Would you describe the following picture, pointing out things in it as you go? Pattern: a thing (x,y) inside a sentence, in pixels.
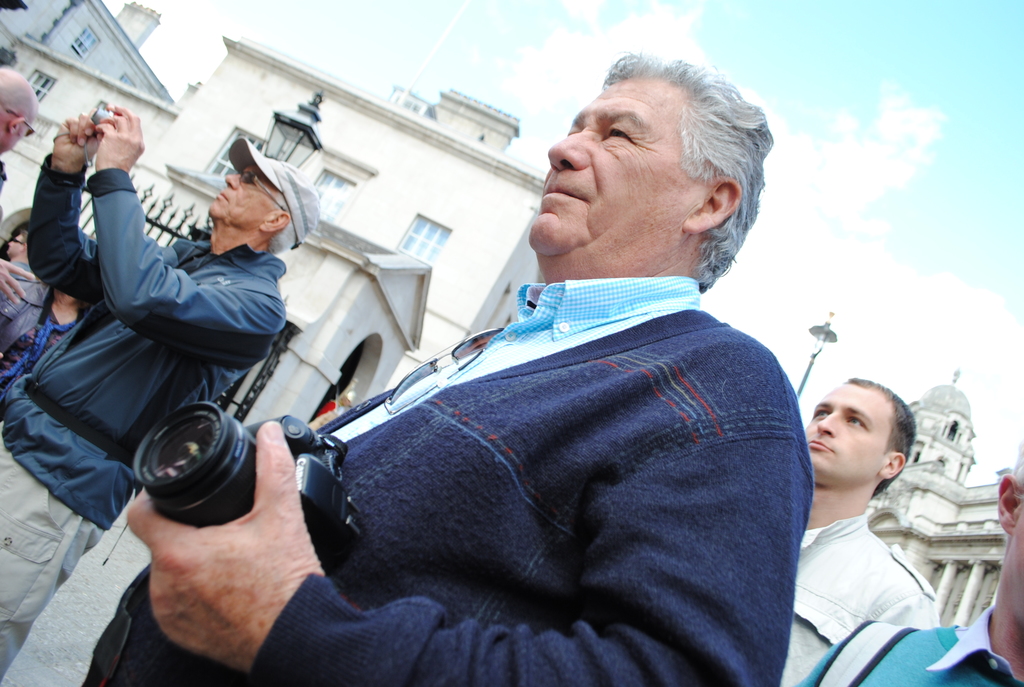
This is an outside view. Here I can see few people (630,496) are standing on the road (82,609) and looking towards the left side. I can see two men (427,460) are wearing jackets (184,391) and holding cameras (193,467) in their hands (78,153). In the background (371,302), I can see the buildings (372,263). On the top of the image (889,115) I can see the sky (889,115).
